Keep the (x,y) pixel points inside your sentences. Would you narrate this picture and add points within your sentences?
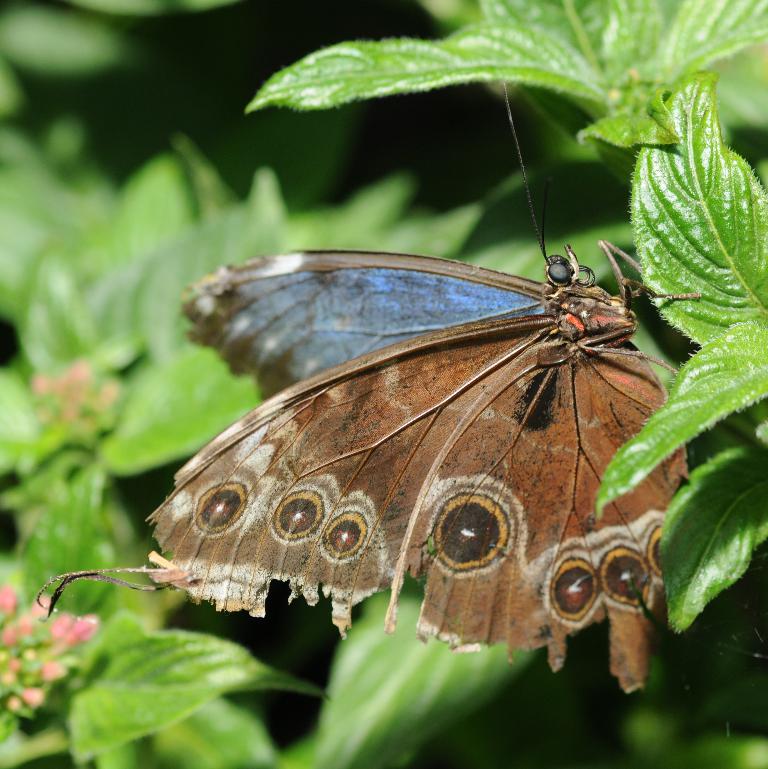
In this image we can see one butterfly (573,482) on the leaf (687,245), some plants (28,625) with flowers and buds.
